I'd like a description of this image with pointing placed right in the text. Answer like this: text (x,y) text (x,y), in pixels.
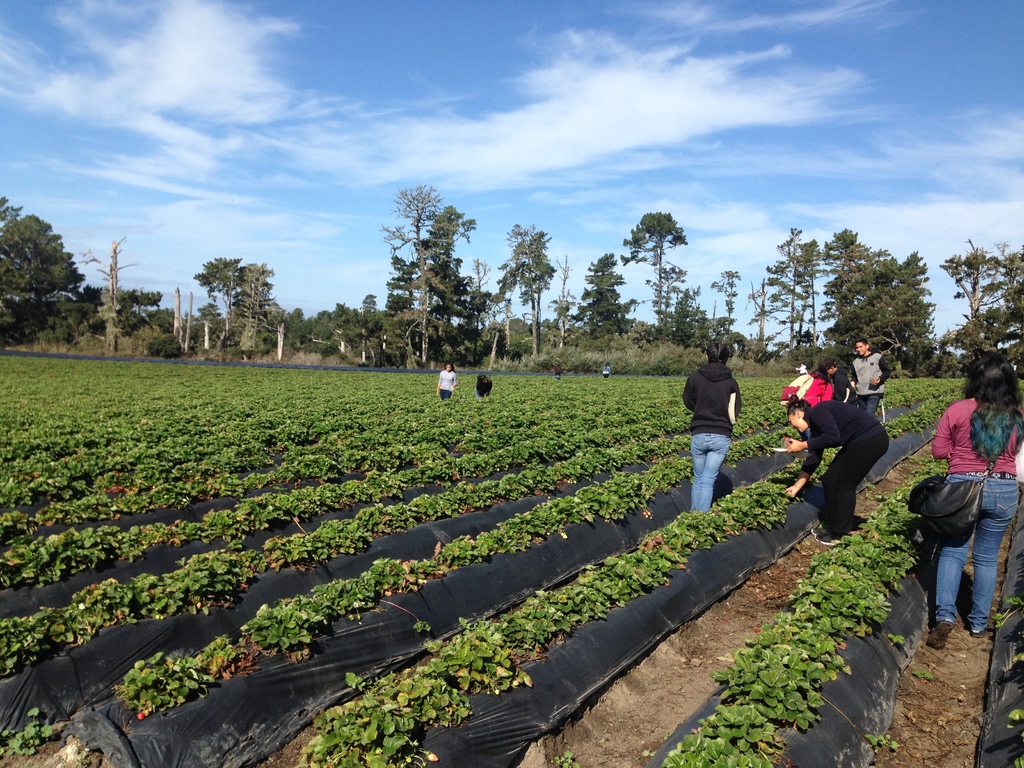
In this image I can see few plants (264,416) and trees (502,288). There are few persons (1008,513) standing. At the top (324,138) I can see clouds (713,121) in the sky (494,236).
